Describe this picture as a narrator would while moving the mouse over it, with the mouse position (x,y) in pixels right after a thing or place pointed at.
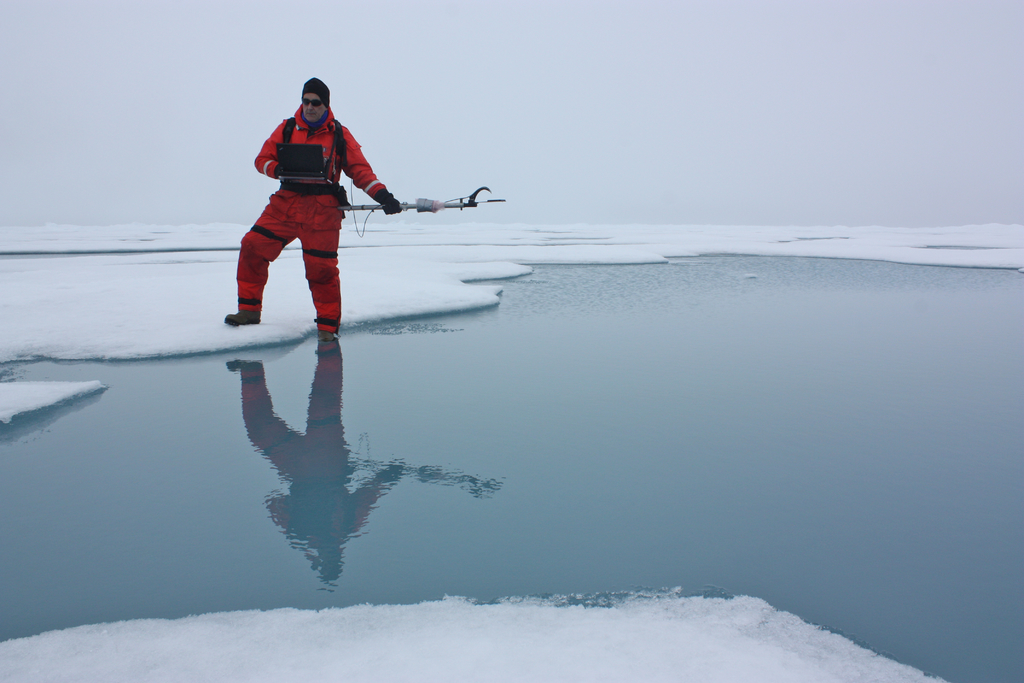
In this image there is a man (315,232) standing. He is holding a stick (376,208) in his hand (386,195). There is the snow (149,245) and the water (442,393) on the ground (700,404). At the top (582,89) there is the sky (423,76).
